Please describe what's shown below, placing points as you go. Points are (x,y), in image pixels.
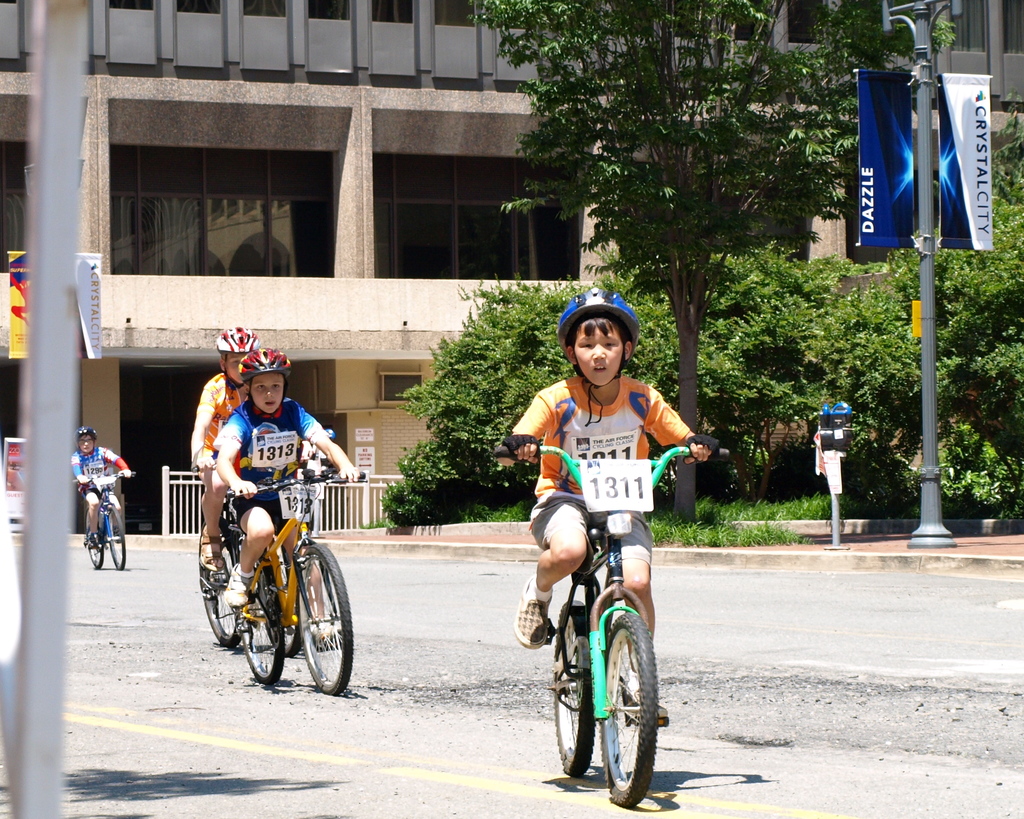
In this picture few boys (557,477) are riding bicycle (559,719) on the road (919,715), in the background (881,225) we can see a hoarding (881,209), couple of poles (922,101) trees (618,229) and a building (407,140).
